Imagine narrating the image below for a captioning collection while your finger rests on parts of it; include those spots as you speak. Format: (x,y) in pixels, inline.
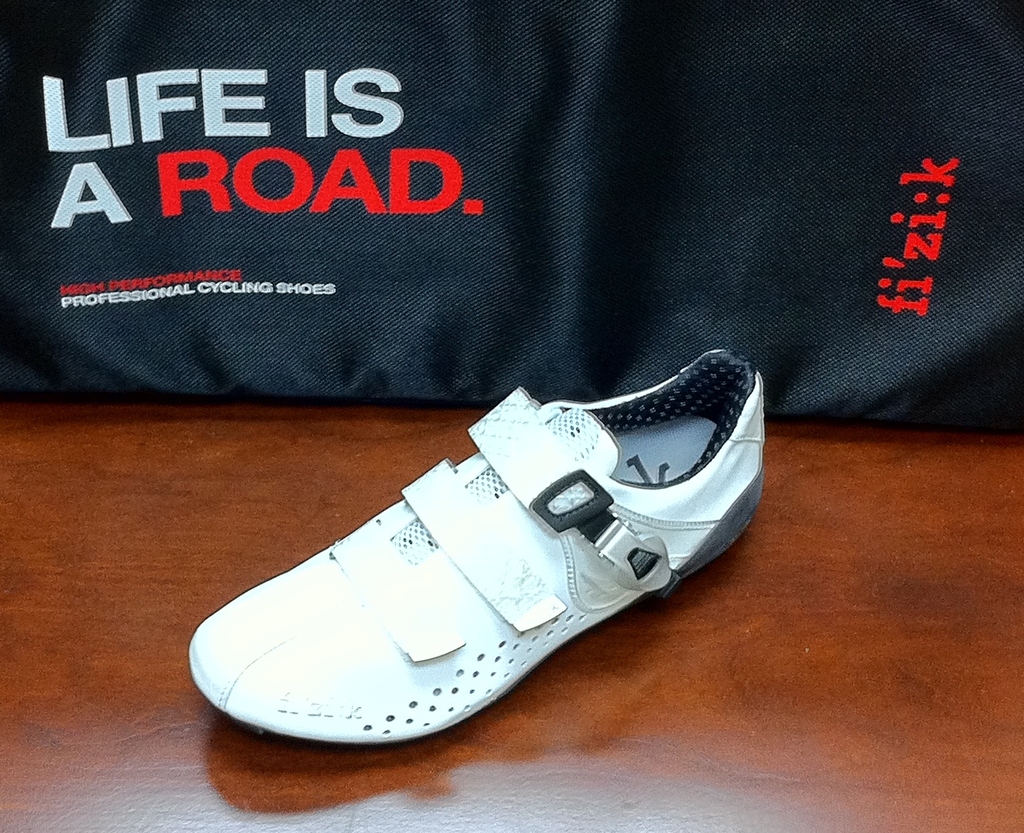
In the picture there is a white shoe (470,509) and behind the shoe (649,480) there is a black cloth (572,179) and some quotation (221,73) is written on that cloth (544,266).
